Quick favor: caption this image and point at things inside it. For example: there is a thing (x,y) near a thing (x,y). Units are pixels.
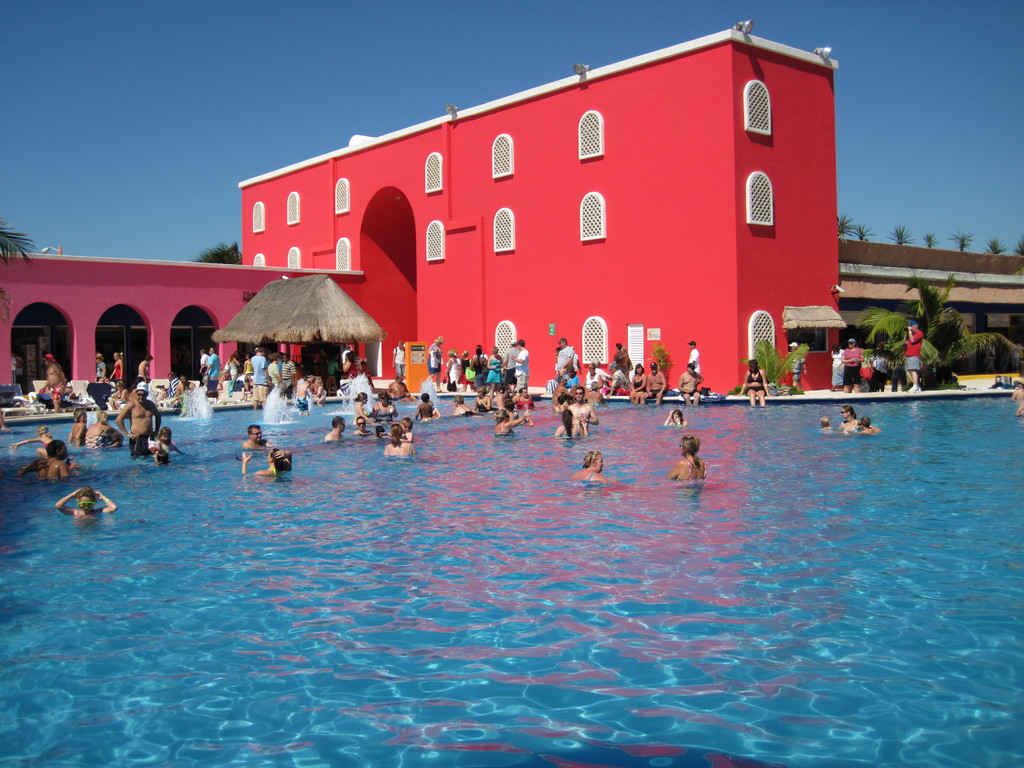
In the foreground of this image (668,727), there are people (457,401) in the swimming pool (456,474). In the background (569,366), there are people (493,354) sitting, standing and walking on the floor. We can also see the building (418,290), a hut (349,307), trees (909,304) and the sky (449,84).
